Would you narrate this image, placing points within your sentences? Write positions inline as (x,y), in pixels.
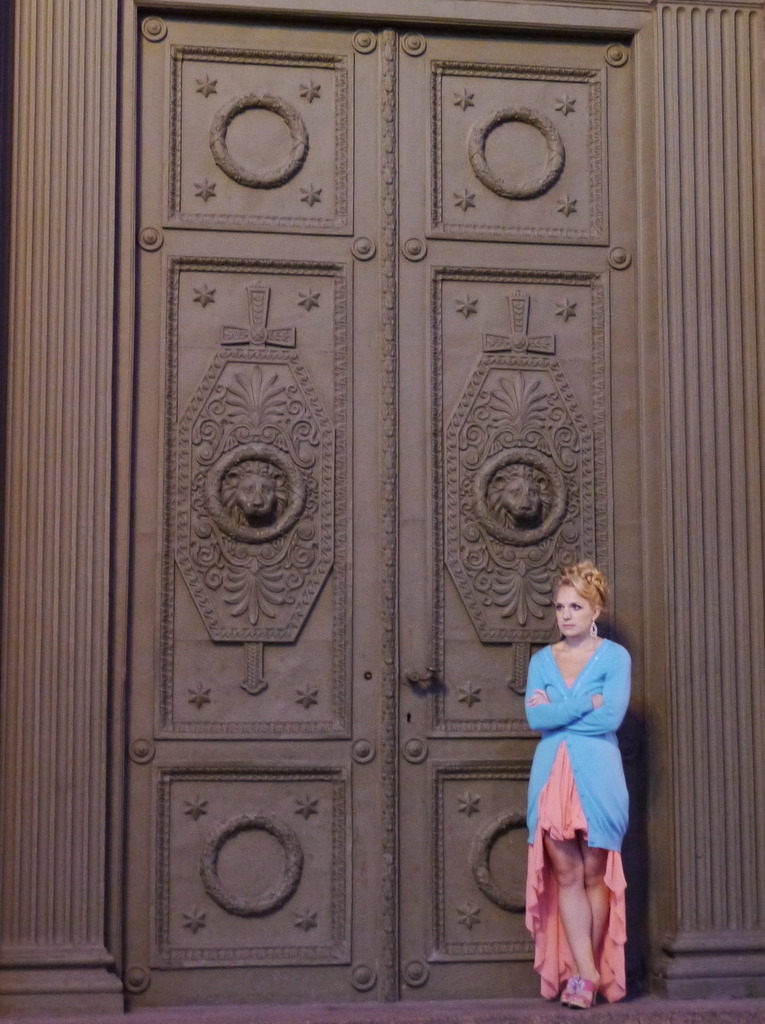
This image is taken outdoors. In the background (363,480) there is a wall (704,233) with a door (309,815) with carvings (280,476). On the right side of the image (597,767) a woman (555,875) is standing on the floor (547,1013).
